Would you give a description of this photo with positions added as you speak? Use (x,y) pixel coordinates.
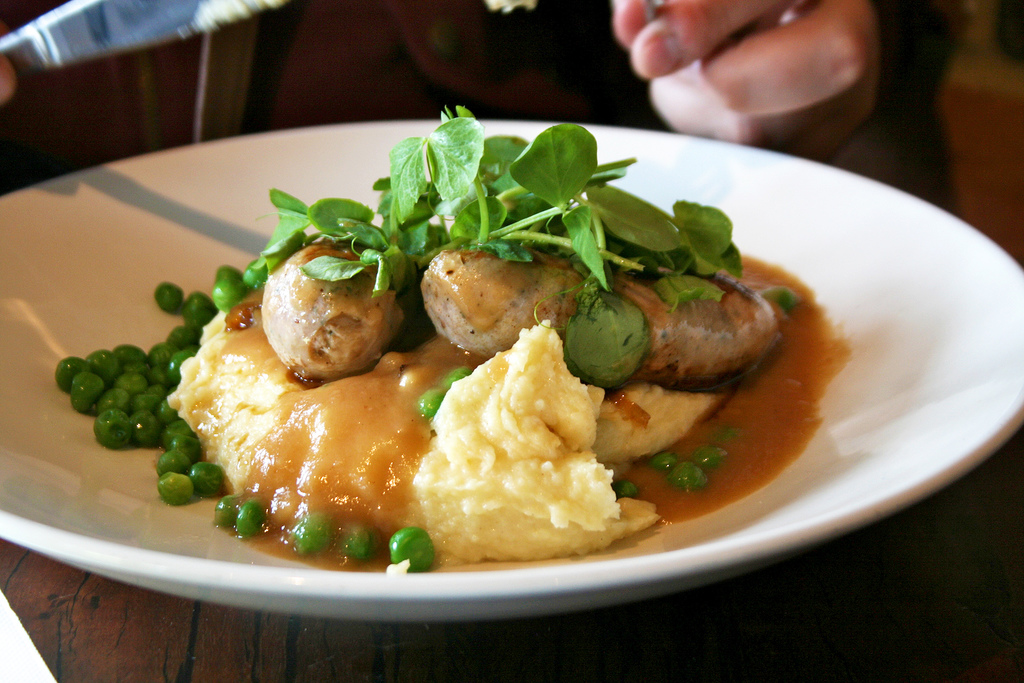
There is a plate (900,479) in the center of the image (366,354), in which there are peas (168,501), green leafy vegetables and other food items (246,372), there is a person (460,91) in the background area (444,93).
